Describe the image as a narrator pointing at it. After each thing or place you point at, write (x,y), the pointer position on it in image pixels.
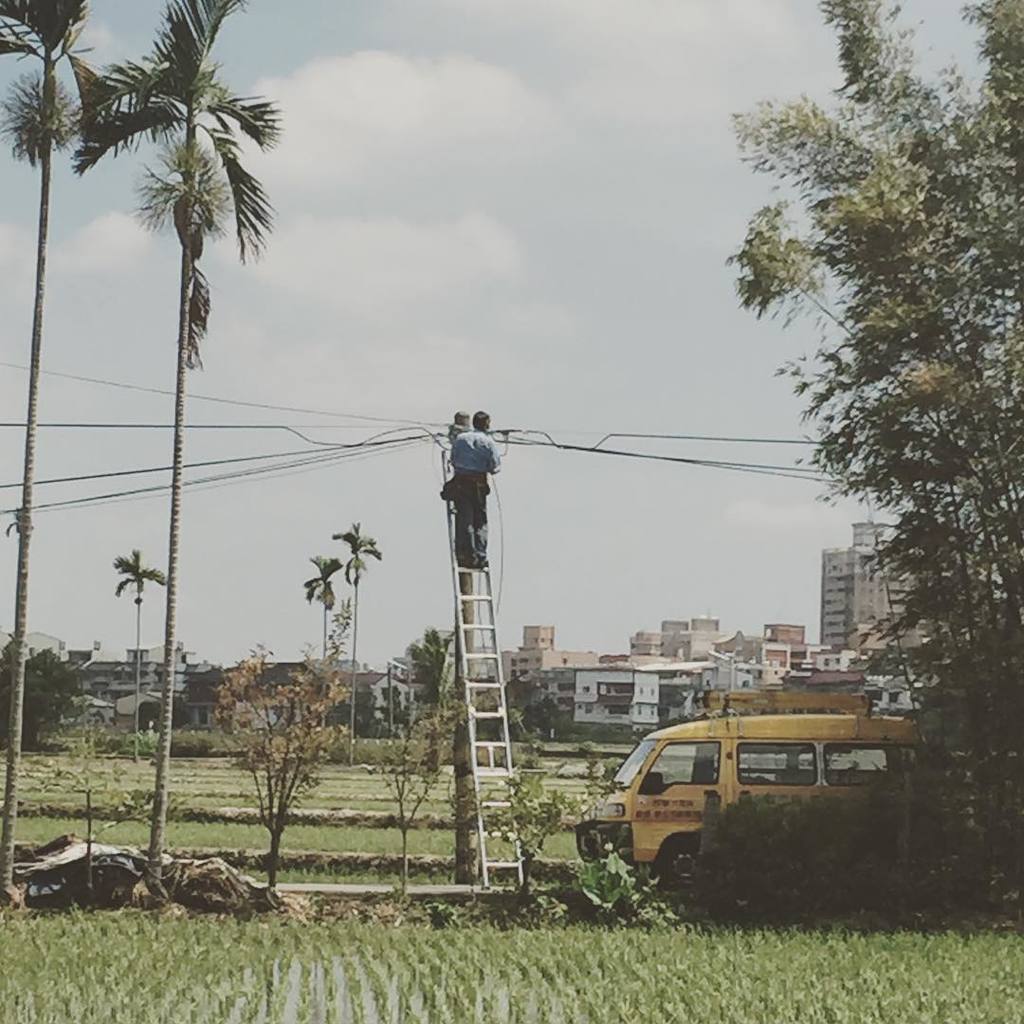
As we can see in the image there is a cloudy sky (606,225) and it is an area of village (396,721) where there are long palm trees (201,154) and between there is a electric pole (468,839) on which a man (472,548) is standing with support of ladder (496,789) and he is checking the electric wires connection (521,430). Over here there is a van (687,790) and beside it there is a long tree (960,454) and in the ground (273,959) there are agricultural fields (342,949) in which crops (374,983) are sowed and beside the agricultural fields (574,761) there are buildings (603,688) on the other side of the city (750,646).
